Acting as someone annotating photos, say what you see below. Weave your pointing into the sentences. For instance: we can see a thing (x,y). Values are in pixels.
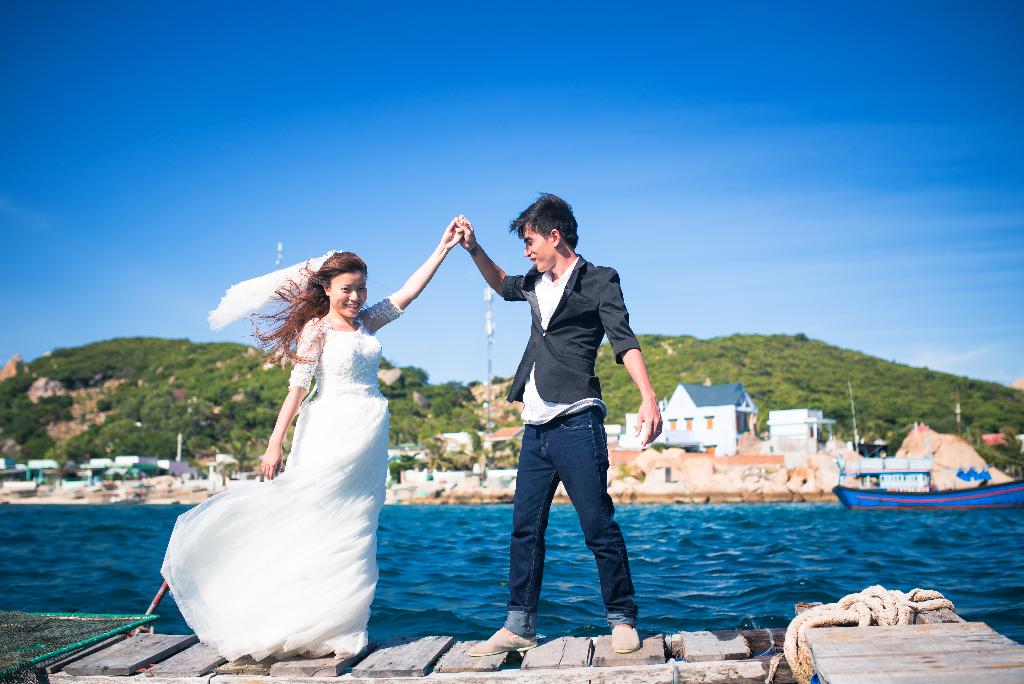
In this image there are two people (377,455) standing on the path (548,662) and the path (580,662) is constructed on the water (431,624), there is a boat (935,503) in the water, there are few houses (46,479), poles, mountains (498,412) covered with trees (454,412) and the sky (464,68).
